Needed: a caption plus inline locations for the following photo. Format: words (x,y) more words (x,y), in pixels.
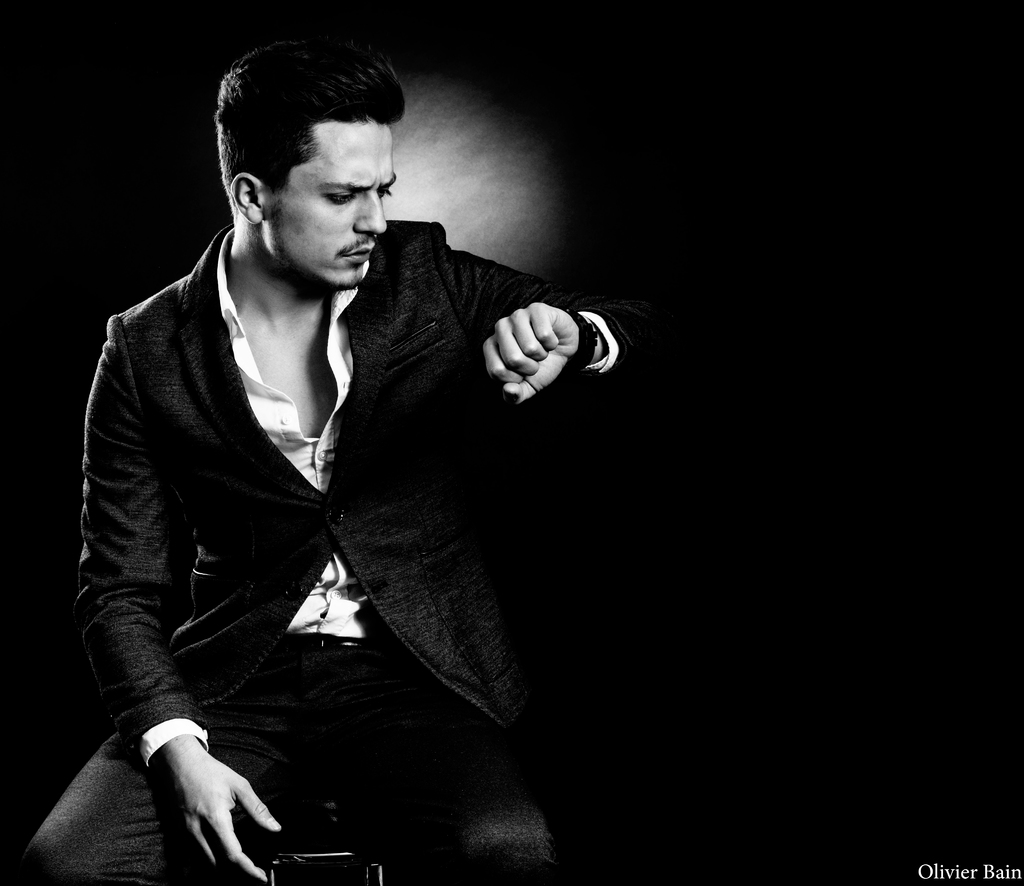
This is a black and white image. On the left side of the image (265,412) a man (391,431) is sitting on a stool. At the bottom right corner (921,874) we can see some text (953,870). In the background (915,831) the image is dark.
